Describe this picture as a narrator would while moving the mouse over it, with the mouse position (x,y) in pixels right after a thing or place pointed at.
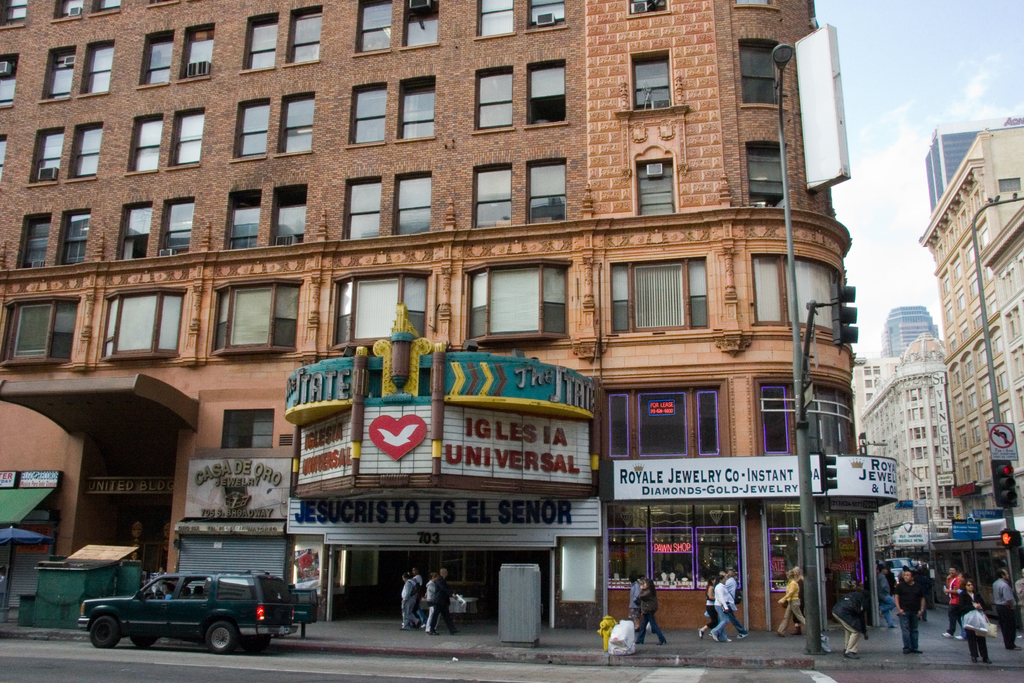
In the picture I can see the buildings (261,71) and glass windows (276,214). I can see a few people (964,585) walking on the side of the road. I can see the traffic signal poles (810,571) and light poles (804,529) on the side of the road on the right side (1015,544). There is a vehicle (162,585) on the road (160,681) on the left side (129,603). It is looking like a garbage box (100,575) on the bottom left side (60,609). There are clouds (926,121) in the sky (935,2). I can see a fire hydrant (609,618) on the side of the road (621,678) and it is at the bottom of the picture (608,647).
